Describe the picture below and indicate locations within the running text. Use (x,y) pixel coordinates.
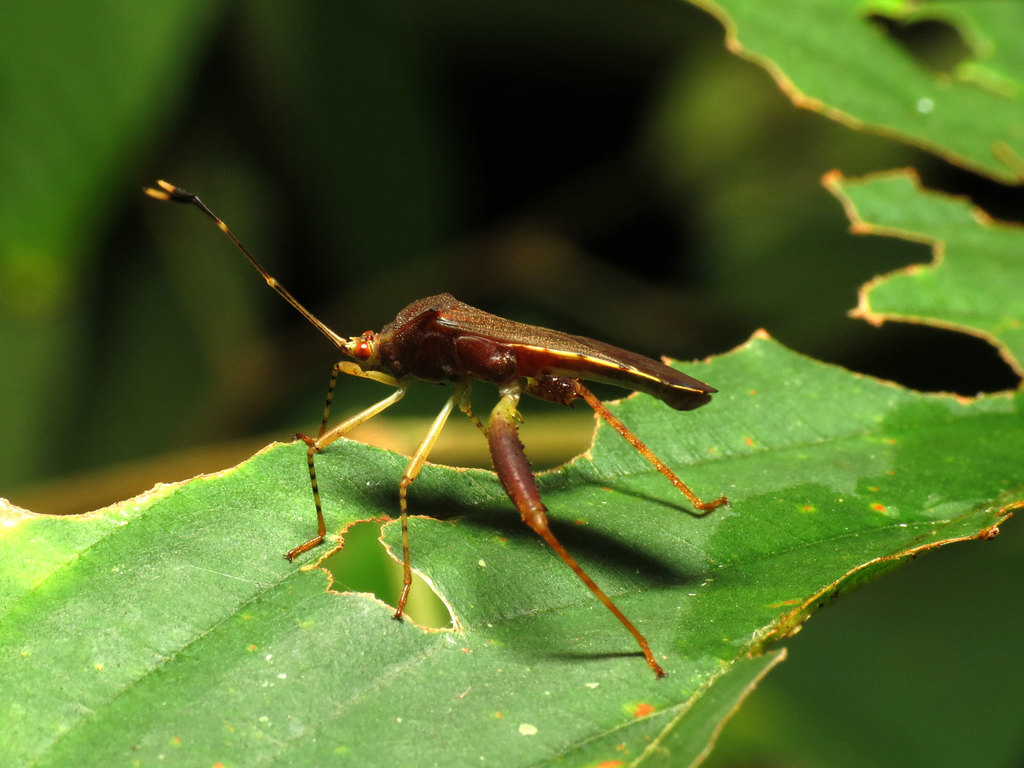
In this image I can see an insect (530,475) on a leaf (630,475). The background (530,219) is blurred.
